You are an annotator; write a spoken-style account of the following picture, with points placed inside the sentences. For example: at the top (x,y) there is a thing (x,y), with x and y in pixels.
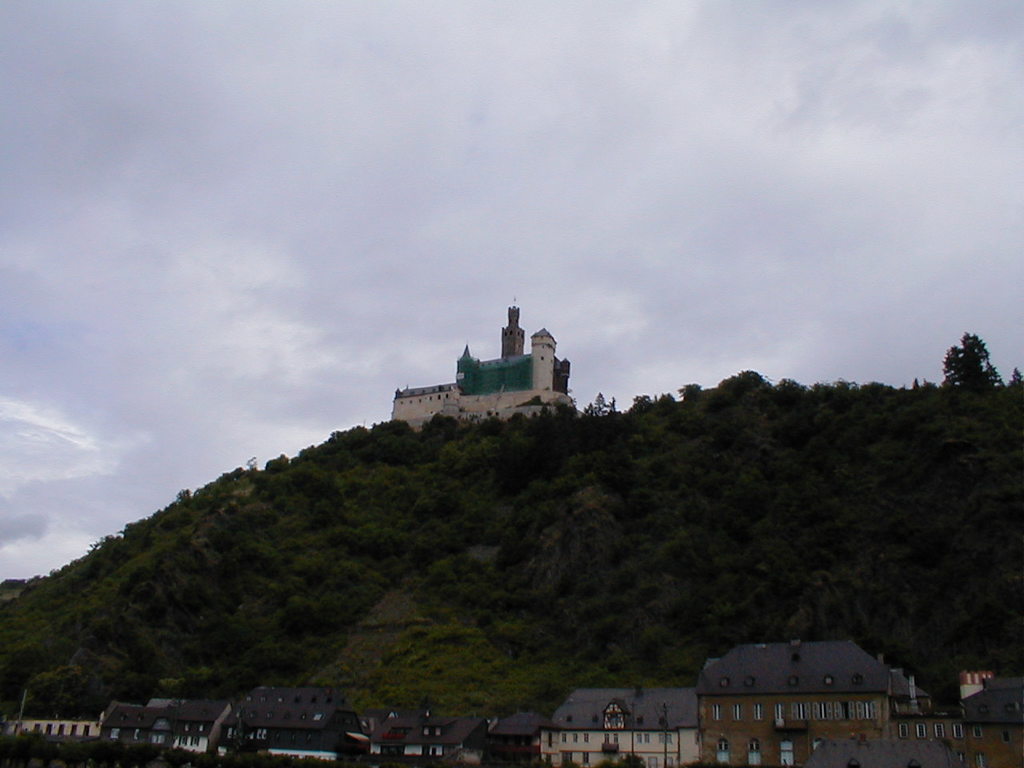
There are some houses (273,742) at the bottom of this image (676,719), and there are some trees (505,565) on the mountains (672,511) in the background (619,513). There is a building (504,385) on the mountain (509,509) as we can see in the middle of this image (486,395). There is a sky (536,271) at the top of this image (434,211).
